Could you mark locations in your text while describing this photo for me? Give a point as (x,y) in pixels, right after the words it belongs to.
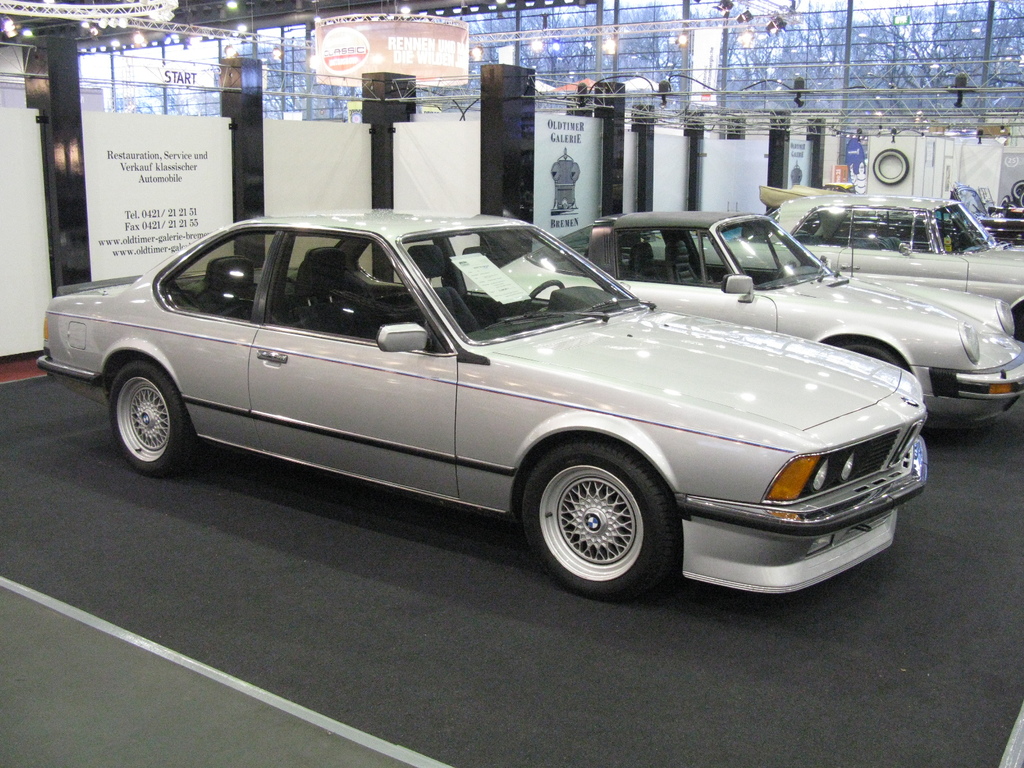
In this image I can see cars (545,335). At the top (114,17) there are lights (569,2).
